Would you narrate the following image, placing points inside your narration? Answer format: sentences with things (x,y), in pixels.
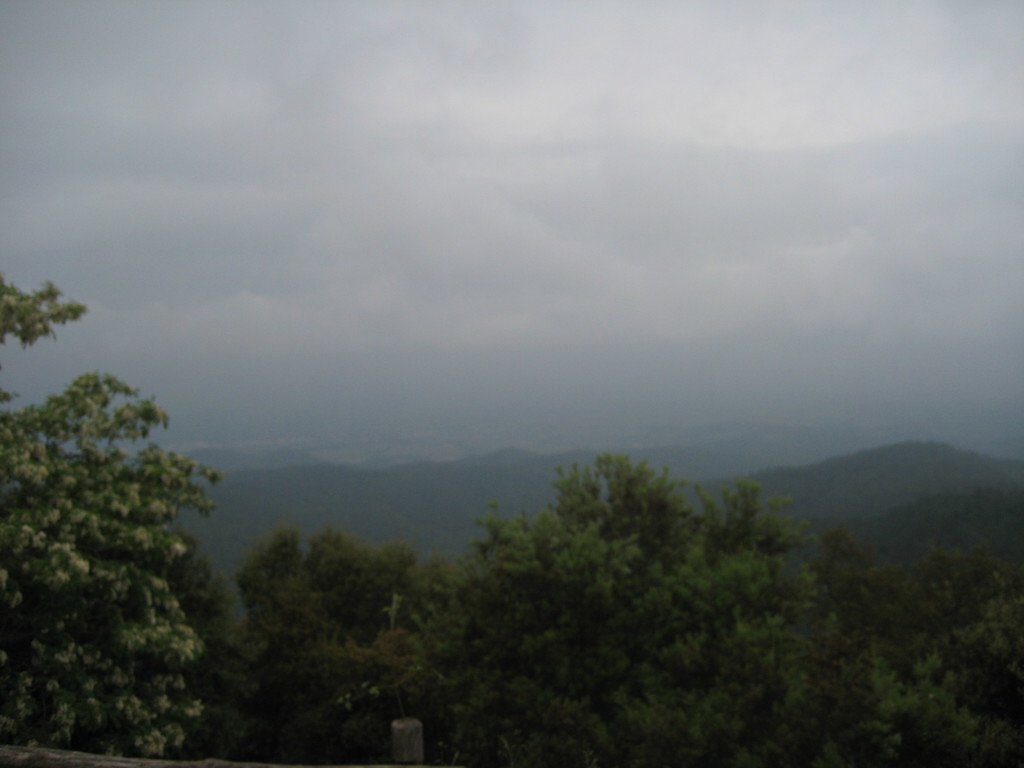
In this image I can see the trees (160,480) at the bottom of the image (65,564). Mountains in the center of the image (390,490) and sky (194,175) at the top of the image (324,174).
